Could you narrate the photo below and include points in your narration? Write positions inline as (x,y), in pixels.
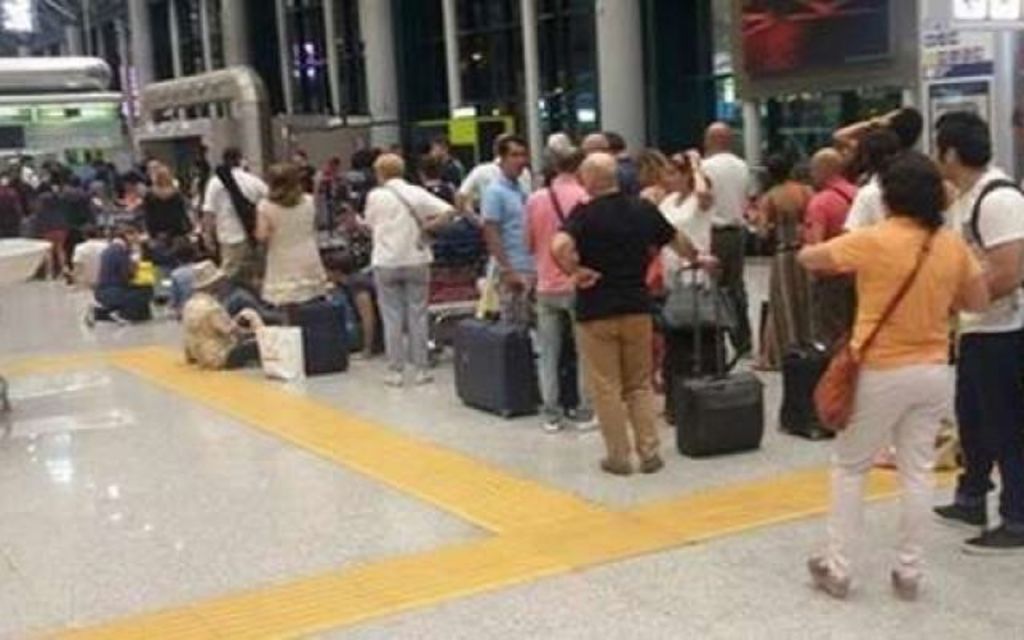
In this picture, we see the people (556,225) are standing. Beside them, we see the bags (453,280) and the suitcases (689,397). Some of them are sitting on the floor (198,415). In the middle (451,304), we see a trolley (447,268). On the left side (108,102), we see the rods (57,71) and the objects (261,108). On the right side (929,84), we see a board (945,104) in white and blue color with some text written on it. Beside that, we see the poles (747,135) and pillars (626,128). Behind that, we see the glass doors (488,138). In the background (224,37), we see the poles (234,58) and pillars (384,93). At the bottom (348,522), we see the floor (479,600).
